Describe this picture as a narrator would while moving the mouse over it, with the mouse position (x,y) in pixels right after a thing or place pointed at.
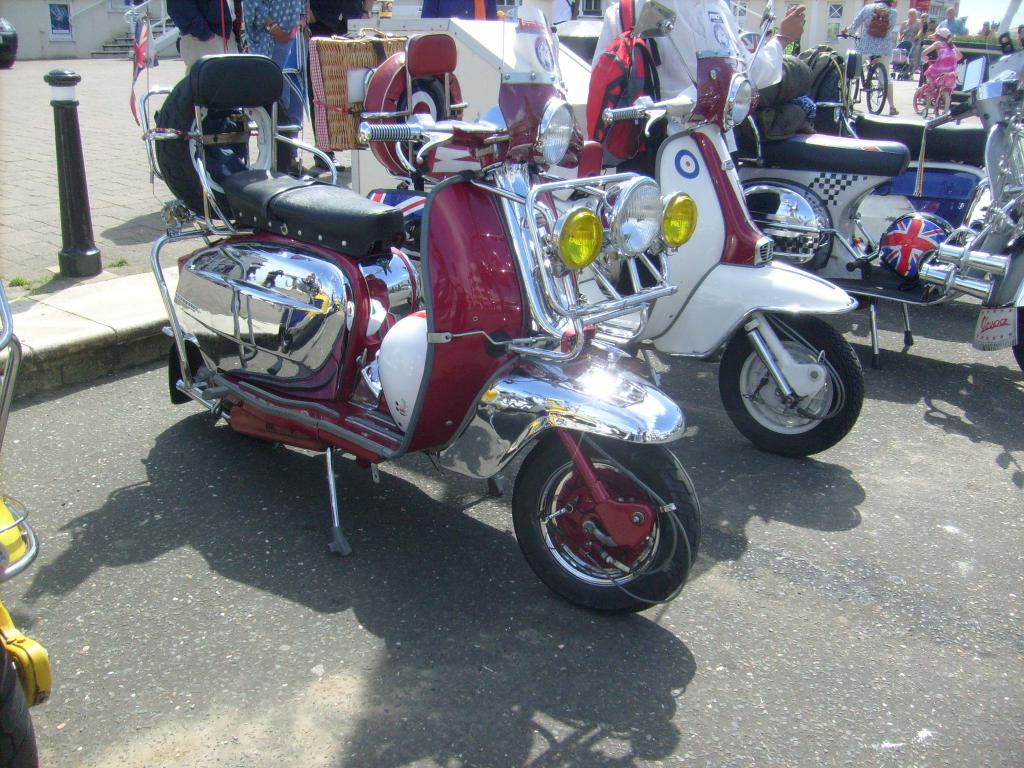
In this image I can see some vehicles (633,276) on the road (528,595). In the background (339,31), I can see some people (293,36). I can see the stairs (131,30).
